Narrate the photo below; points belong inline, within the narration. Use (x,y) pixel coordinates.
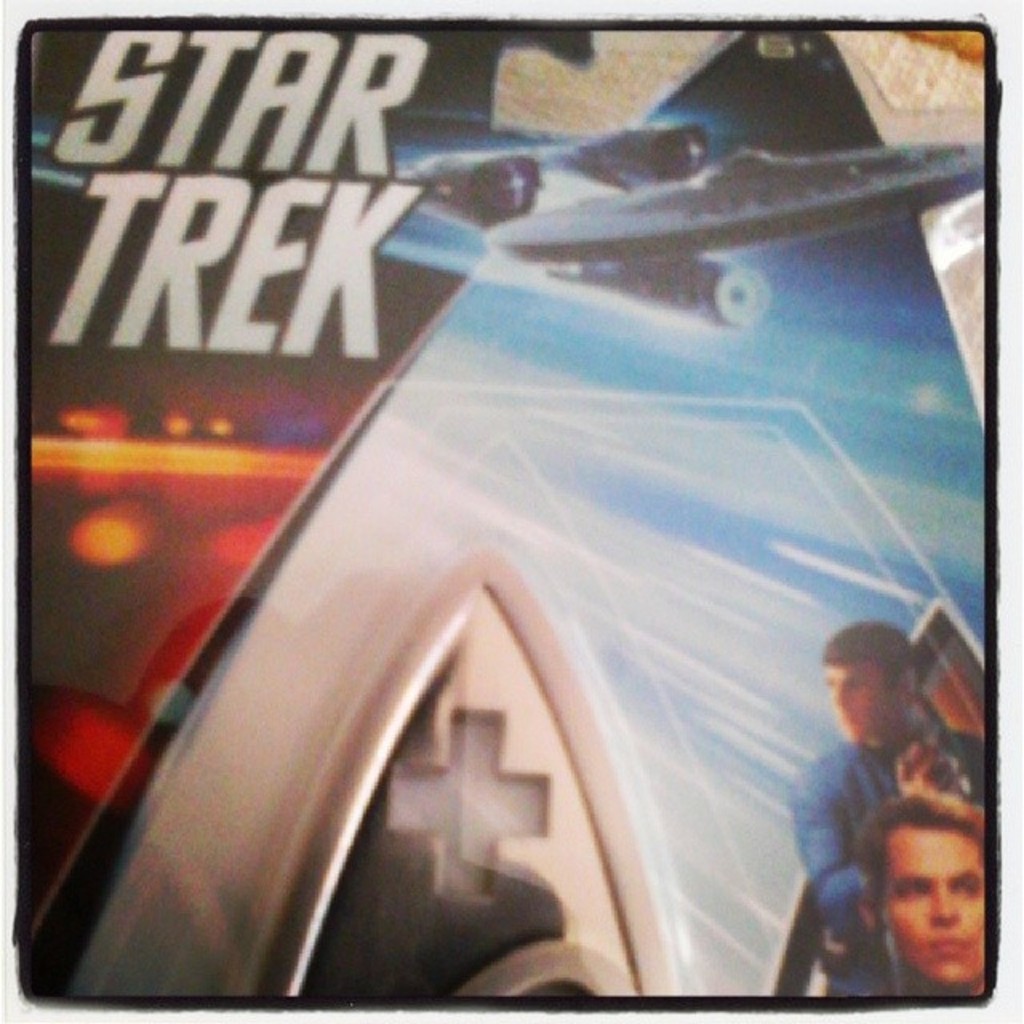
In the picture we can see a poster (407,948) with a name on it star trek and image of two men (872,950) under it.
